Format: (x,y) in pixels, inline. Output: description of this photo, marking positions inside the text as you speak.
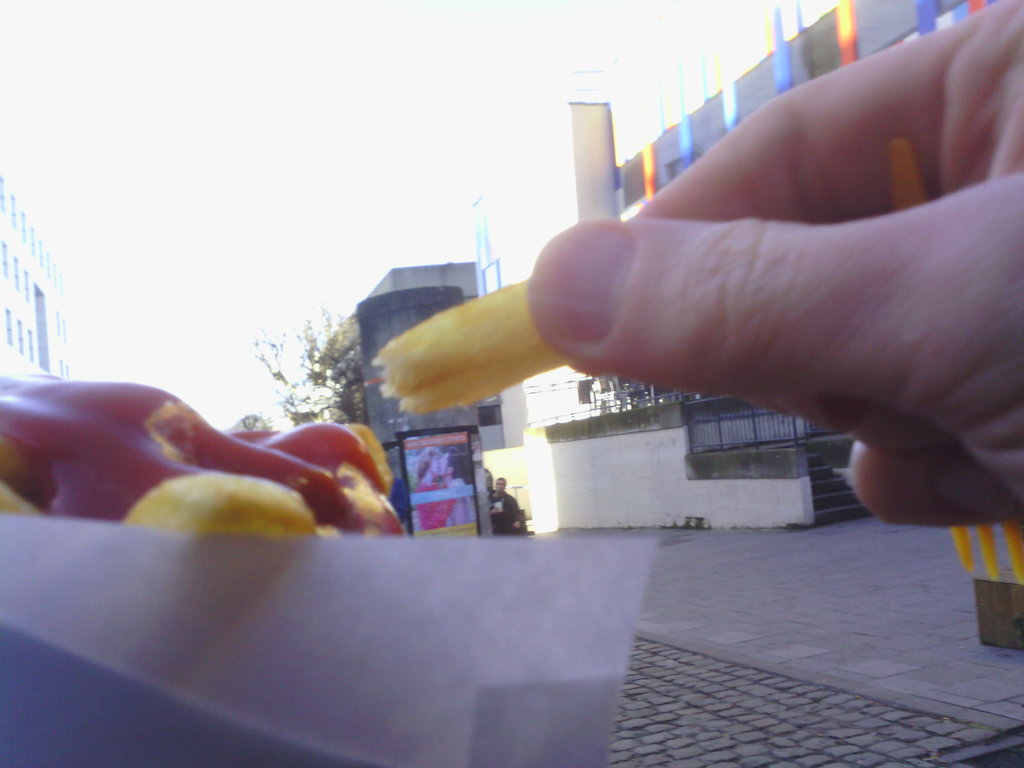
In this image at the top (501,47) there is a sky (566,71) and in the middle (431,438) there are buildings (12,320), trees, boards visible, on the right side (887,282) a person's hand (818,291) which is holding a french fry (487,340), in the bottom left (167,645) there is a cream (112,456) and tissue paper (159,586) visible.
